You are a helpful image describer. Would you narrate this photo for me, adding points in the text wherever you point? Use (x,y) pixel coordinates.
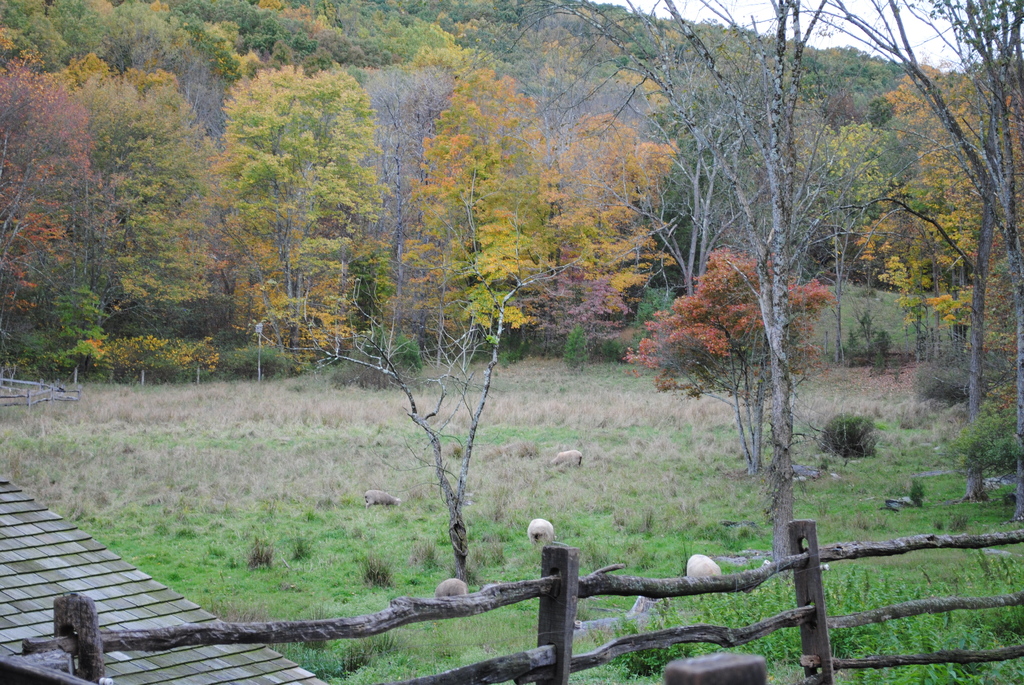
This image consists of fence (644,580), grass (622,542), stones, plants (560,342), trees (556,202), mountains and the sky (840,45). This image is taken may be during a day.
